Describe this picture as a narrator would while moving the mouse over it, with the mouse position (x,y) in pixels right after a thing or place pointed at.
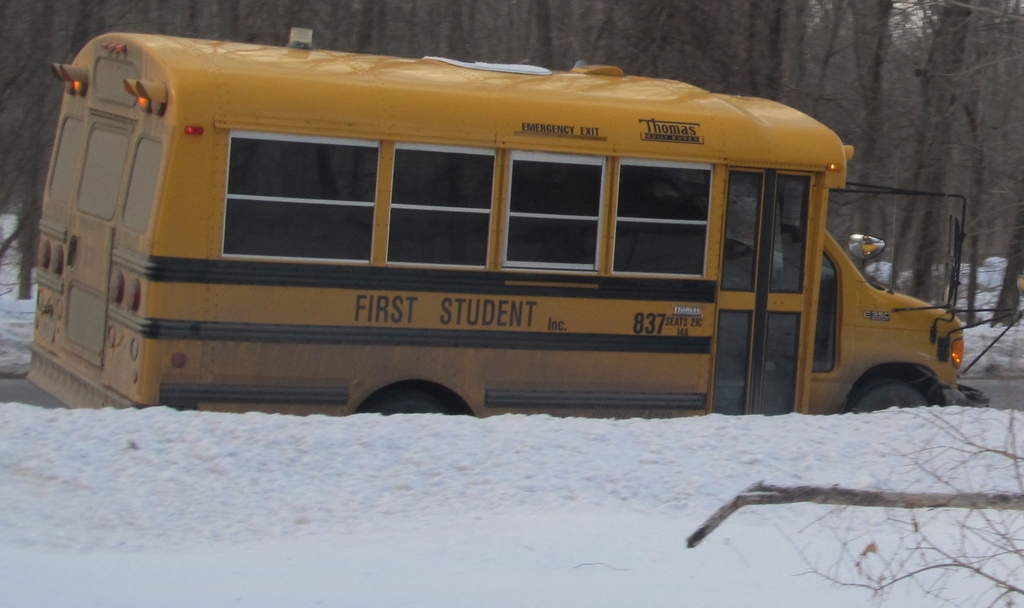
In the picture we can see a snowy surface (994,563) and behind it, we can see a road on it, we can see a bus (106,258), which is yellow in color with windows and door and written on it as first student and behind the bus (512,143) we can see a snowy surface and trees (842,9) on it.
